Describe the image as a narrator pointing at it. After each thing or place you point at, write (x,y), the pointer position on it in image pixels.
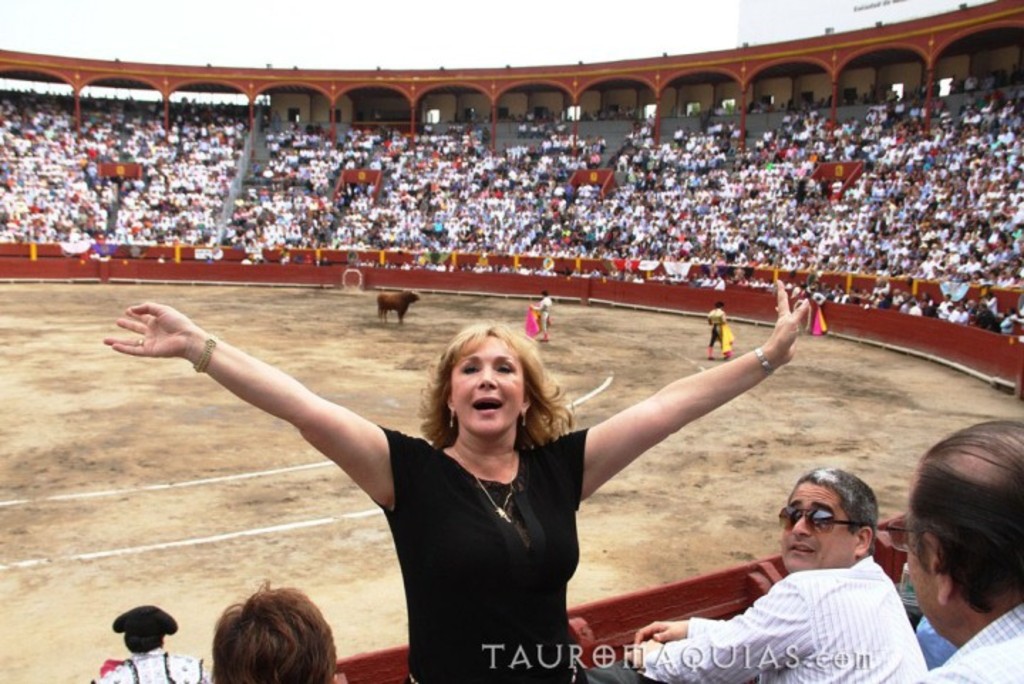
In this image we can see there are people (591,226) sitting on the chairs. At the bottom (539,469) there is a woman (505,489) standing and a man (826,579) wearing spectacles (809,519). In the background (547,60) we can see the sky (511,24).
